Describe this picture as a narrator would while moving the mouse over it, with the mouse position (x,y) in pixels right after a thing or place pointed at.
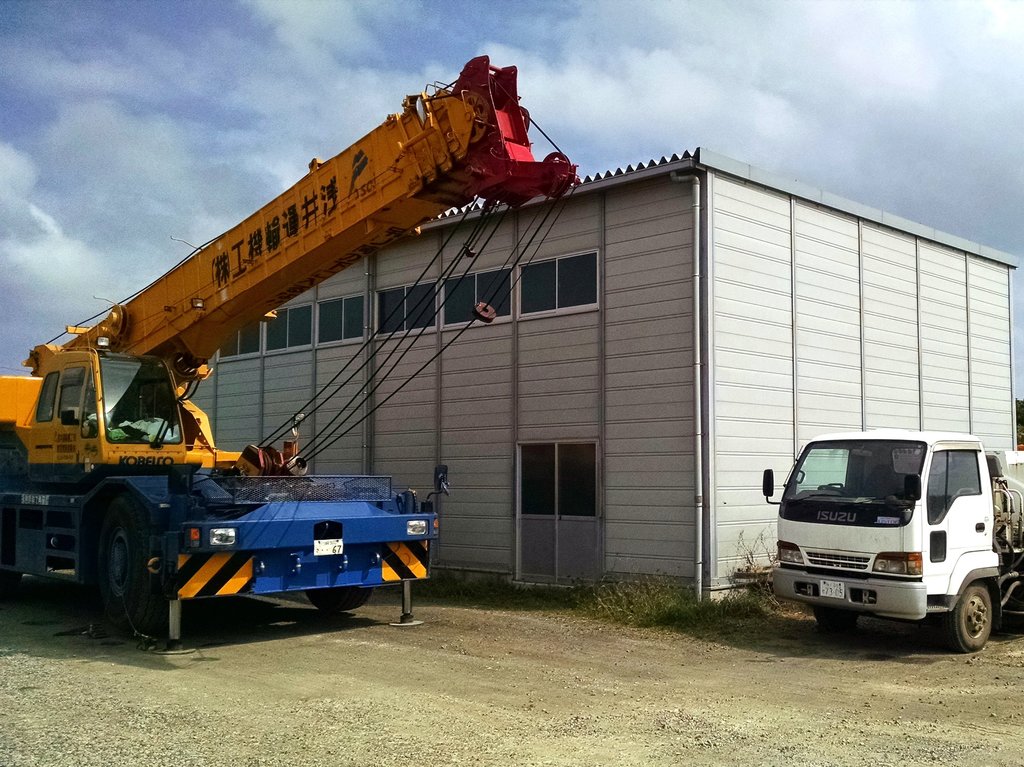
In the image there is a crane (414,174) and behind a crane (394,159) it seems like there is a house (501,353) and on the right side (801,573) there is a vehicle (813,563).
